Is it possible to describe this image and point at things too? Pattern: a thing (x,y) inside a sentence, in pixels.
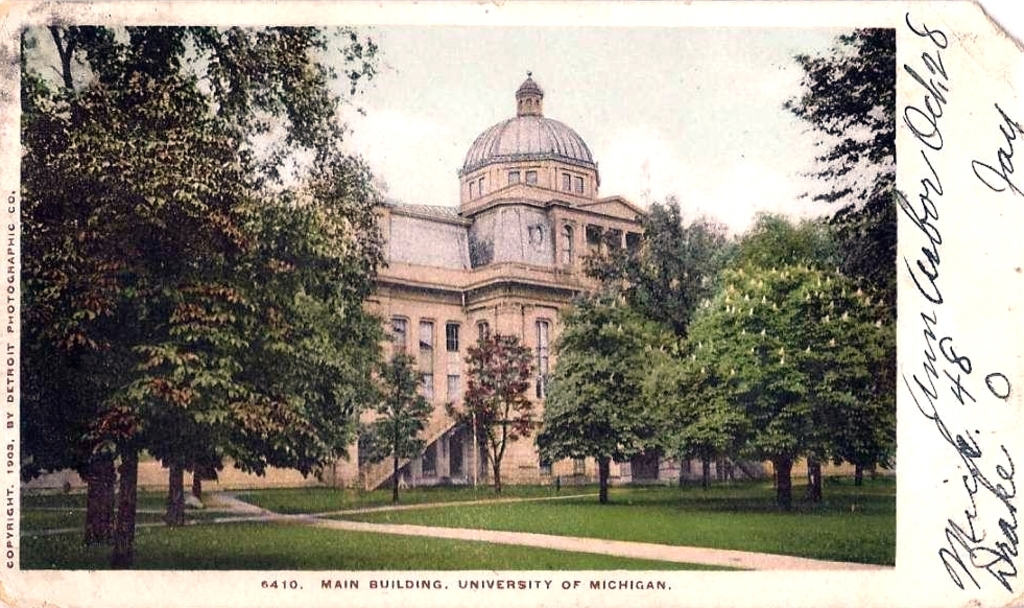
In the image we can see a building (415,286) and the windows (404,325) of the building (445,335), there are many trees (181,311) and a sky (389,139). This is a path (571,544) and grass (205,534), this is a printed text (383,587).
